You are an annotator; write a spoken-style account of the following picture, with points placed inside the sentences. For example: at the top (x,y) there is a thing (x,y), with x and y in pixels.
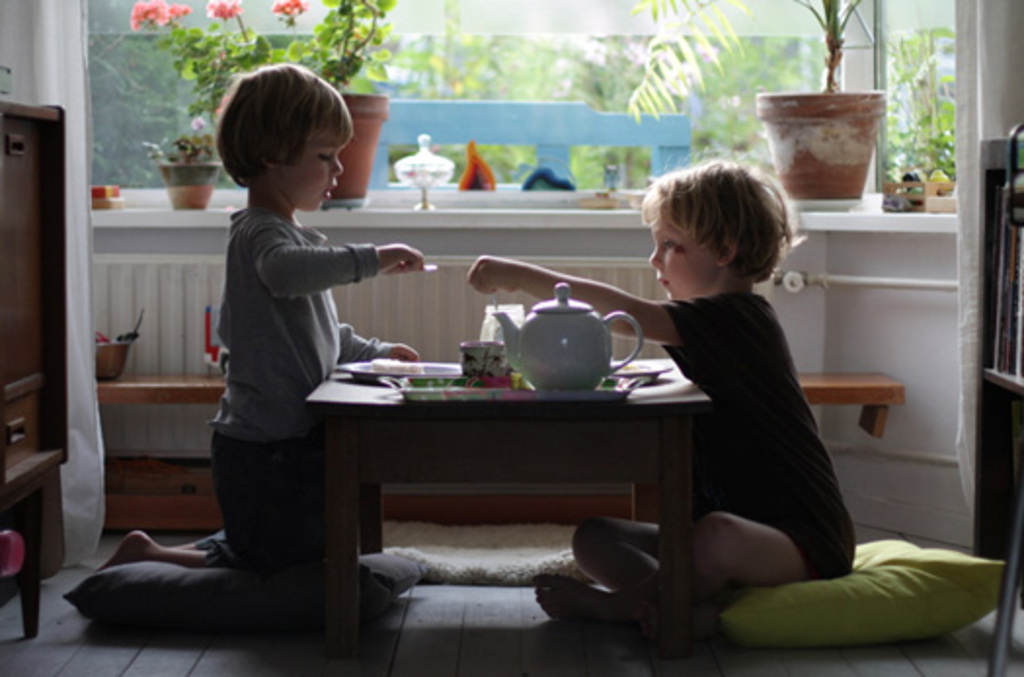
In the middle (467,408) there is a table (513,431) on the table (528,406) there is a cup (488,355) and jug (557,359), plate (434,365), some food (406,371). To the right (758,418) there is a boy (771,464) who is wearing a black t shirt (757,369) and to the right (819,127) there is a houseplant (854,124). To the left (296,198) there is a boy (263,439) who is wearing a gray t shirt (285,332) and a trouser (262,467). There is a pillow (203,601) in the bottom (230,603) and to the left (43,274) there is a table (28,260) on the left top (230,8) there is a flower (236,14).
